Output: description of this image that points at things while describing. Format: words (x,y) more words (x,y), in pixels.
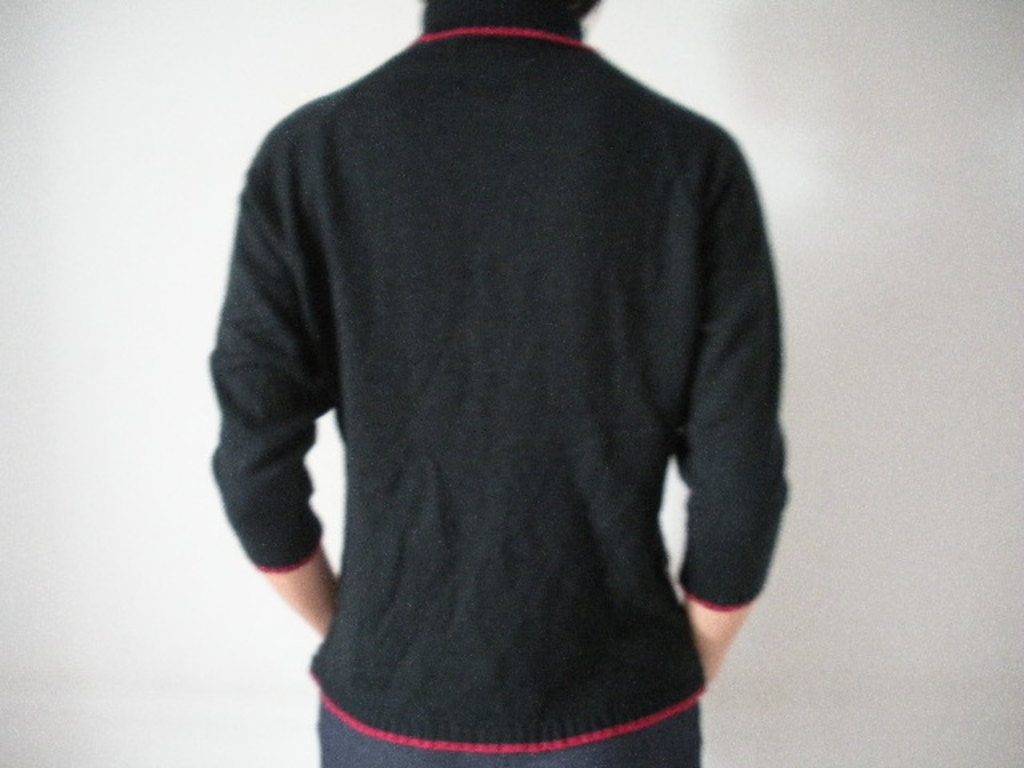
In this image we can see a person (431,365), and the background (117,52) is white in color.
